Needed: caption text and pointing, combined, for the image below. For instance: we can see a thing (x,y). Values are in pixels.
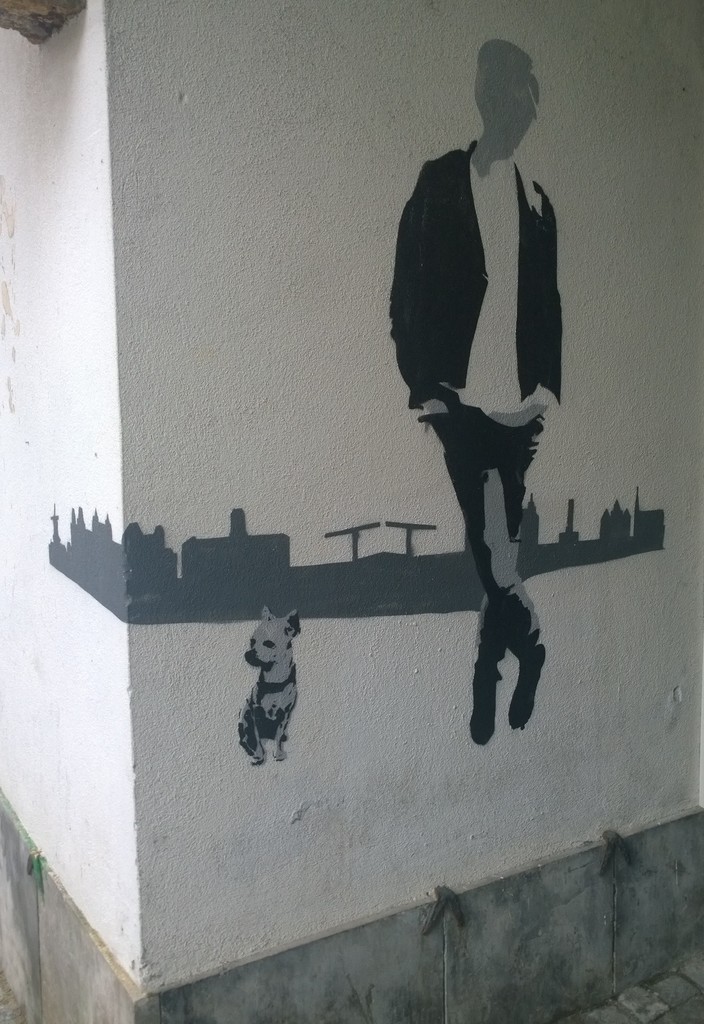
In this image in front (396,494) there is a painting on the wall (381,760).
